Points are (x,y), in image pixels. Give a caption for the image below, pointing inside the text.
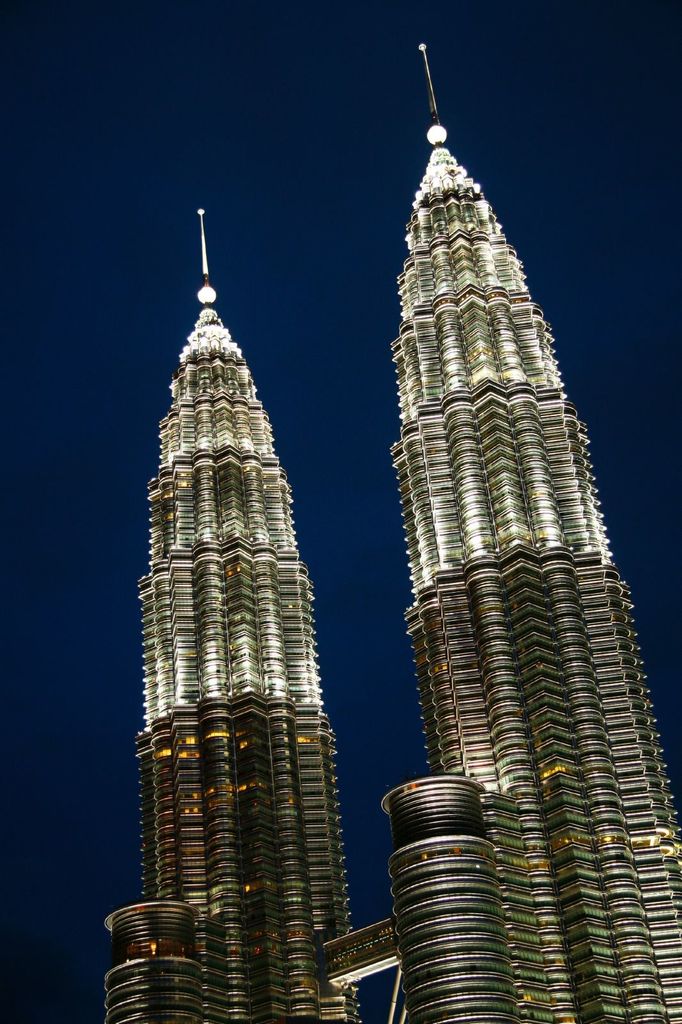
In the center of the image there are two skyscrapers (345,1020).
